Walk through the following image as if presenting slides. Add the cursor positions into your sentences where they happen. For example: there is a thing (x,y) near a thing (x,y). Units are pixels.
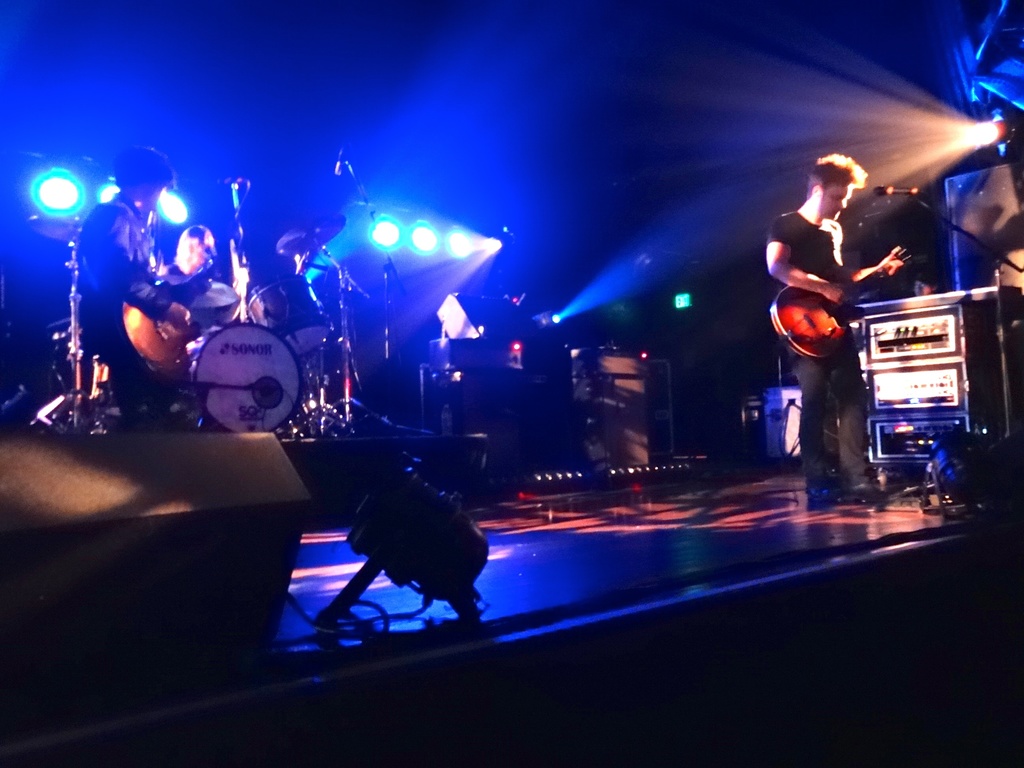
These are focusing lights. These 2 persons (139,261) are playing guitar (173,302). This man (201,250) is playing this musical instruments (251,336). These are devices (919,381).
